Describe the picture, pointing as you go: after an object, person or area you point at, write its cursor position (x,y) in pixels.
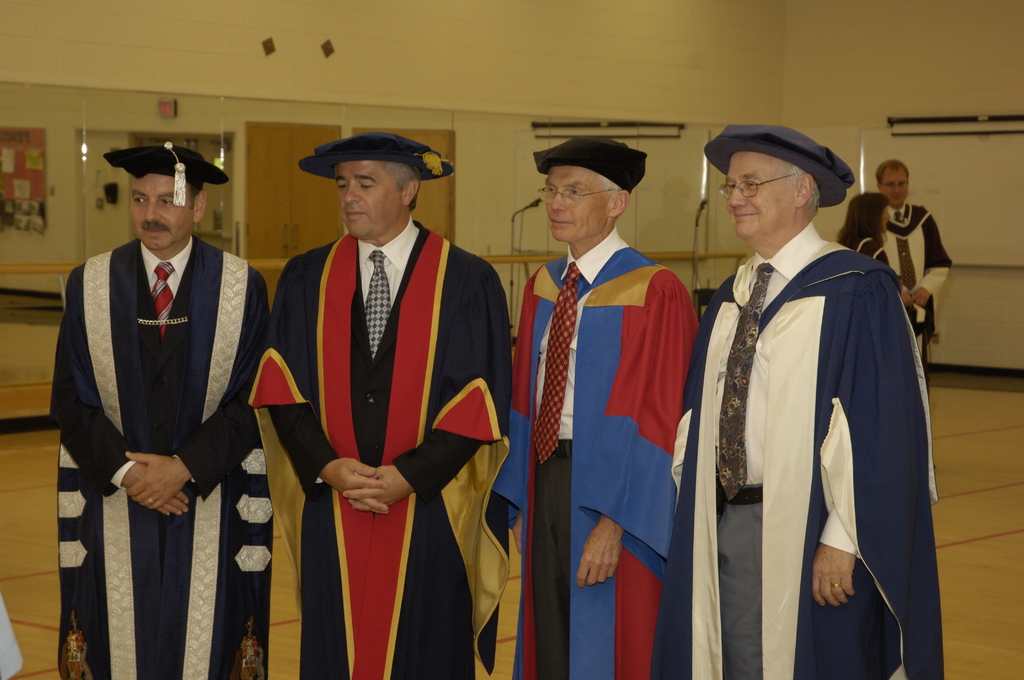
In the picture we can see four men (782,570) are standing in the different costumes (116,568) and behind them, we can see a man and a woman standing and talking and in the background (127,126), we can see the wall (127,109) with a door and beside it we can see some papers (25,216) are pasted to the wall (1019,335).
